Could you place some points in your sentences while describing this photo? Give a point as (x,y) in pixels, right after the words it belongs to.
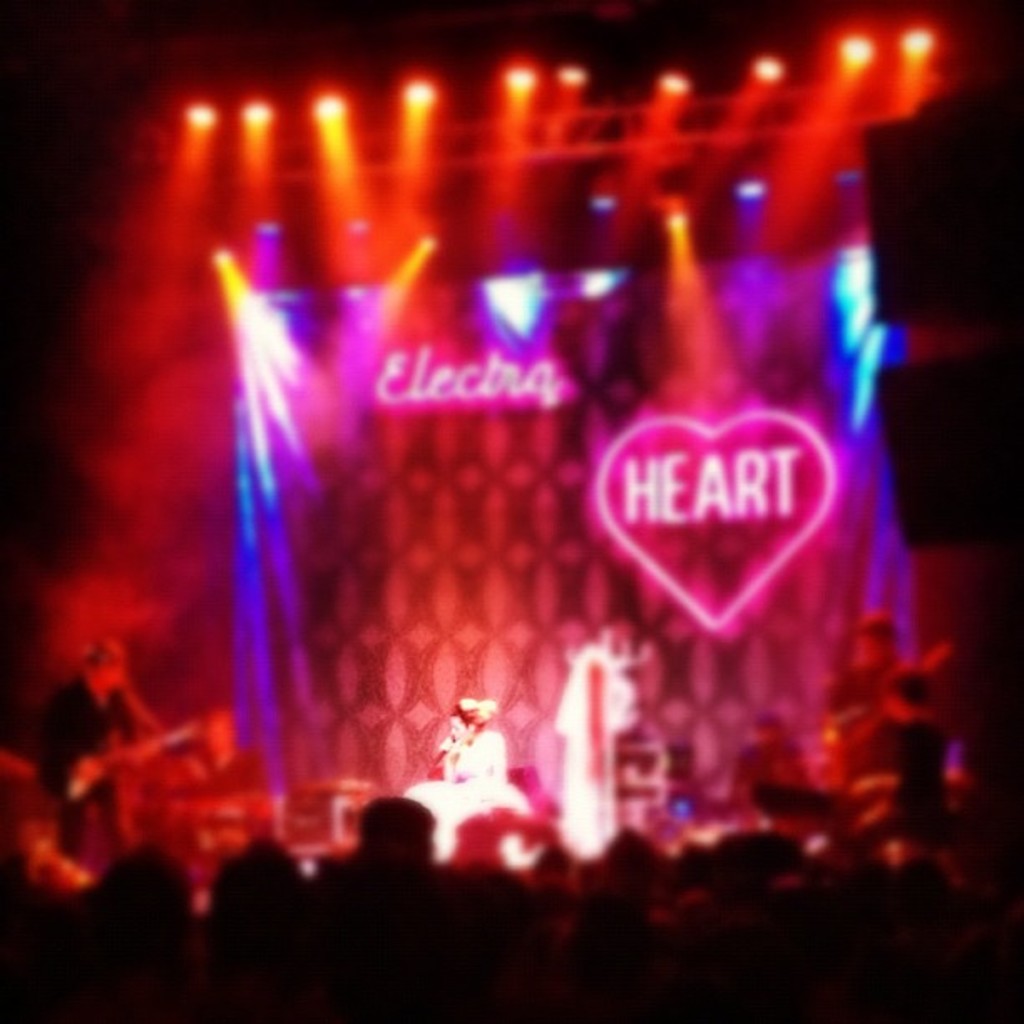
It is a blur view. In this image, a woman (456,760) is holding a microphone (446,752) and few people (62,736) are holding instruments (138,746). At the bottom (450,951), we can see human heads (401,948). Background (504,568) we can see banner (575,584), rods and lights (856,184).
